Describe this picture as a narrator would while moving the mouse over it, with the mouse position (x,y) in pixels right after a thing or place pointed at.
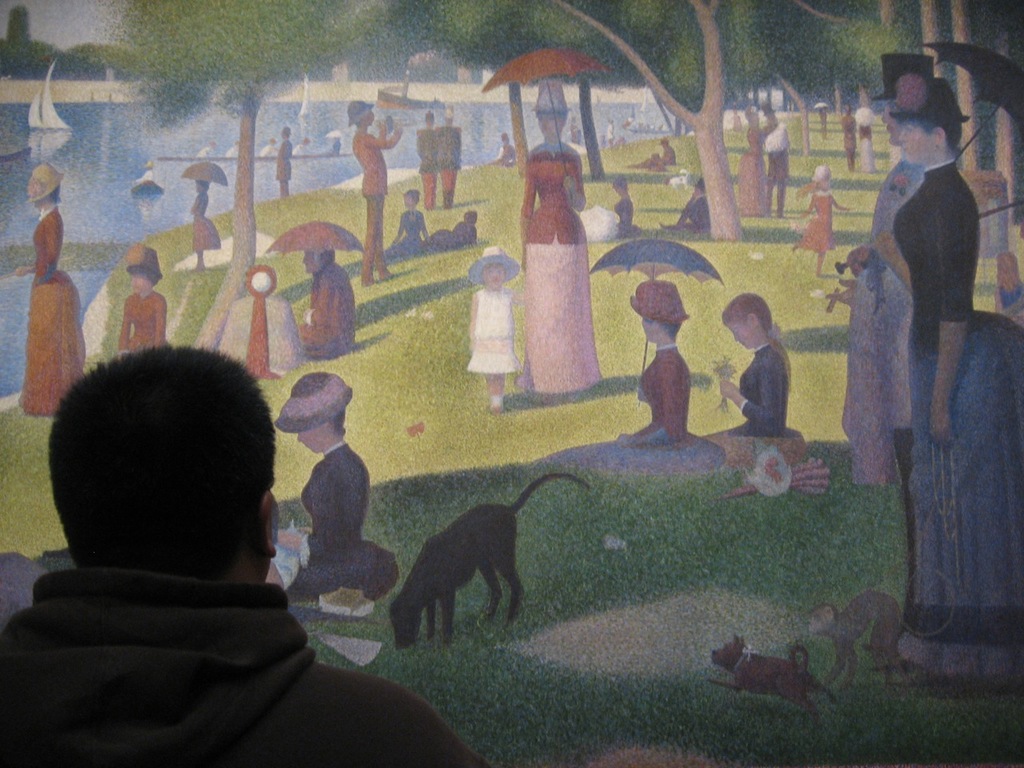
In this image there is a person (189,425) standing in front of the painting (212,247), in which there are a few people (509,318) sitting and standing on the surface (332,372) of the grass (558,490), a few are holding umbrellas (568,66) and a few are wearing hats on their head (34,190), there are two dogs (796,692) and few objects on the surface (461,369), there are trees (249,142) and a few boats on the river (68,201).
